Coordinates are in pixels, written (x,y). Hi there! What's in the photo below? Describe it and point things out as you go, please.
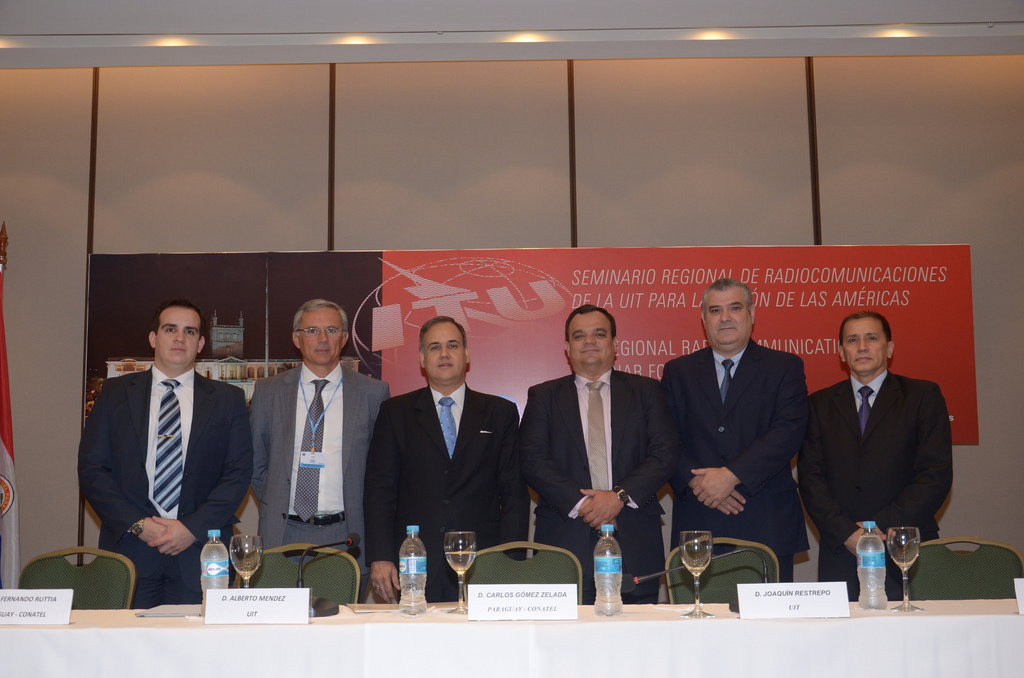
In this image there are so many people (701,513) standing in group, wearing formals (399,498), in front of them there are chairs (984,562), table (609,664) where we can see there are water bottles (402,584), name boards (209,610) and glasses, behind them there is a board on the wall (26,162).
